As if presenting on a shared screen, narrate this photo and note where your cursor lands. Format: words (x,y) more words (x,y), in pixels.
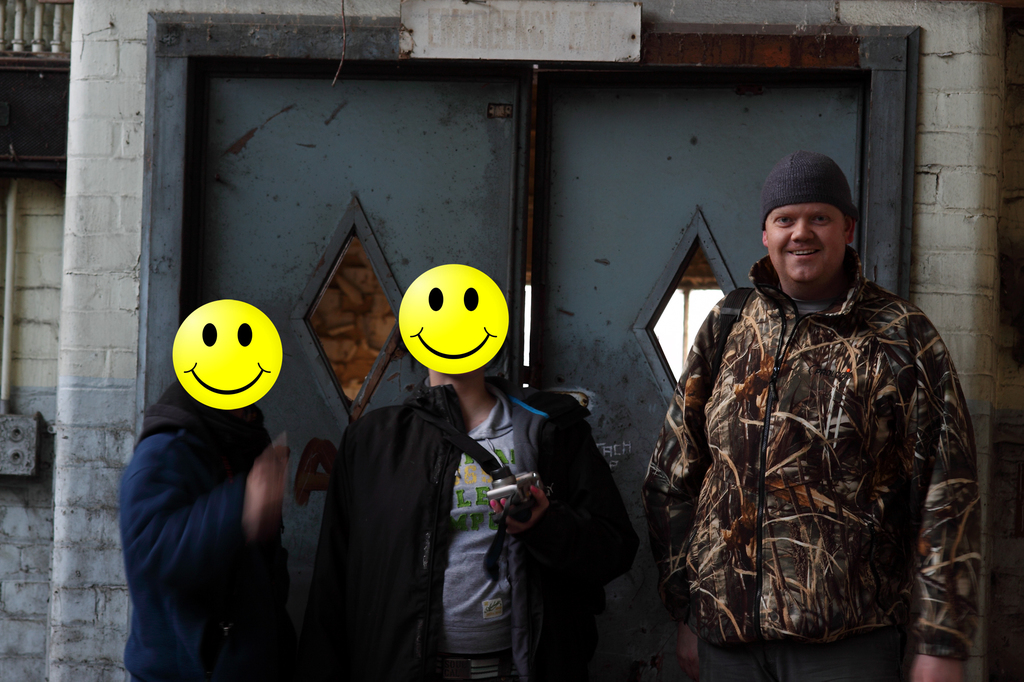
This is an edited picture. I can see three persons (583,447) standing, there is a person (526,453) holding a camera (527,474), and in the background (564,159) there is a door (702,119) and a board (460,49).
